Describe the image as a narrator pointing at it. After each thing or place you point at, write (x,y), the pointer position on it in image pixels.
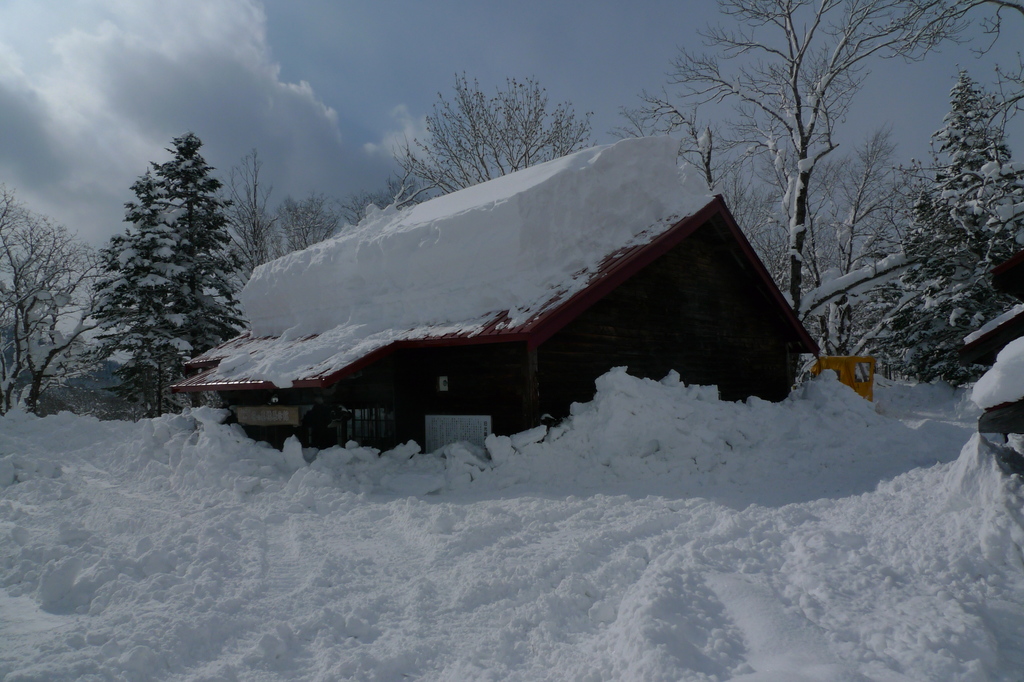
In this image I can see a house (474,377). Here I can see trees (188,354) and the snow (291,300). In the background (374,96) I can see the sky (315,101).
